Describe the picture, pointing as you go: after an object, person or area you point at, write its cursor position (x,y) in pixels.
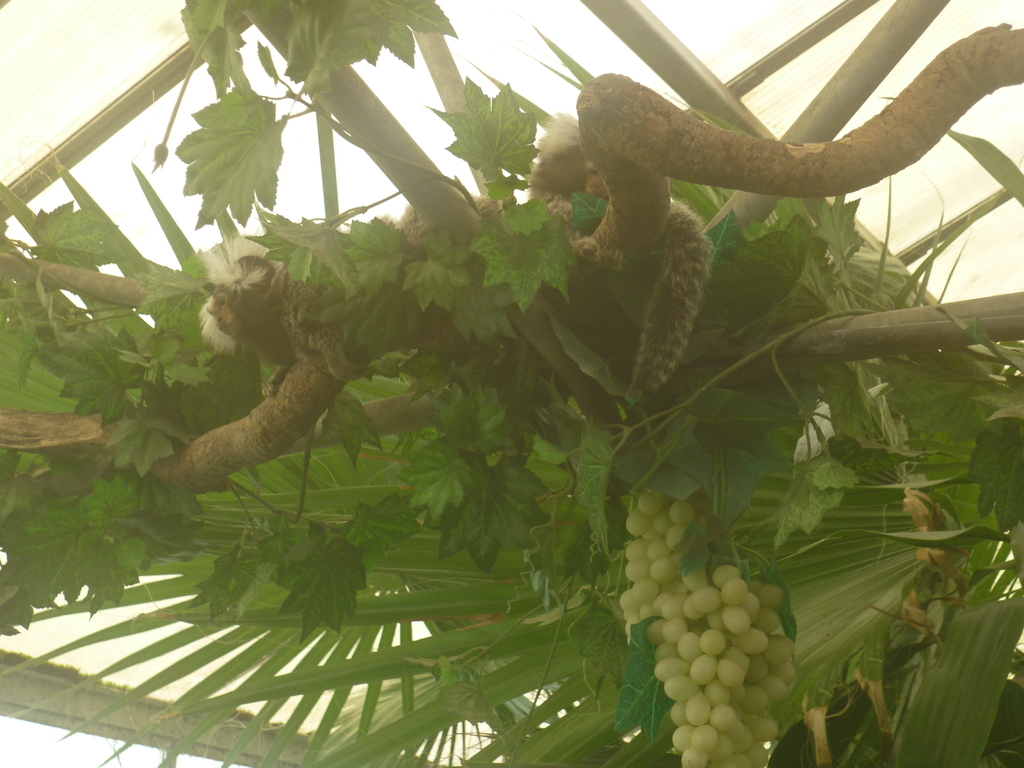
The picture consists of a grape tree (456,352) and wooden poles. At the bottom (689,639) there are grapes (689,639). On the tree (648,192) there are some animals (580,256). At the top (237,25) it is ceiling (871,208).
